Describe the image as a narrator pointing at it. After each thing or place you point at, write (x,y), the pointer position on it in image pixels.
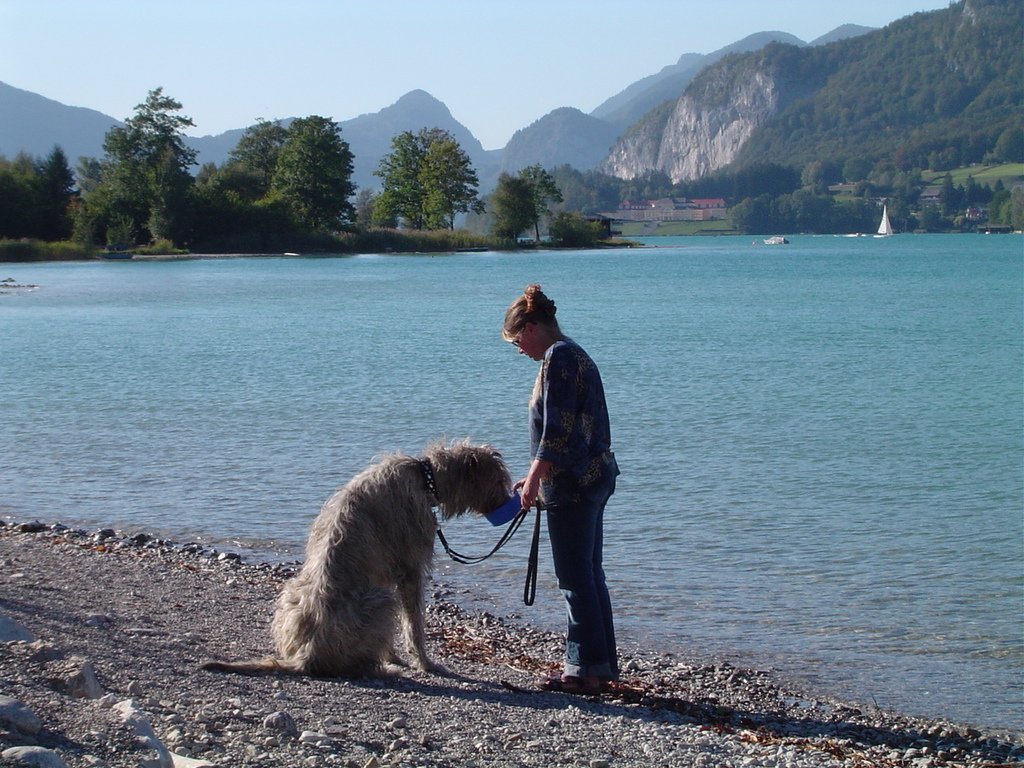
In this image I can see a person (562,469) standing in front of an animal (412,542) and the person (533,477) holding a leash (508,532) and they both are in front of lake (269,309) and at the top (388,82) I can see hills (846,123) and the sky (193,88) and trees (439,171).
